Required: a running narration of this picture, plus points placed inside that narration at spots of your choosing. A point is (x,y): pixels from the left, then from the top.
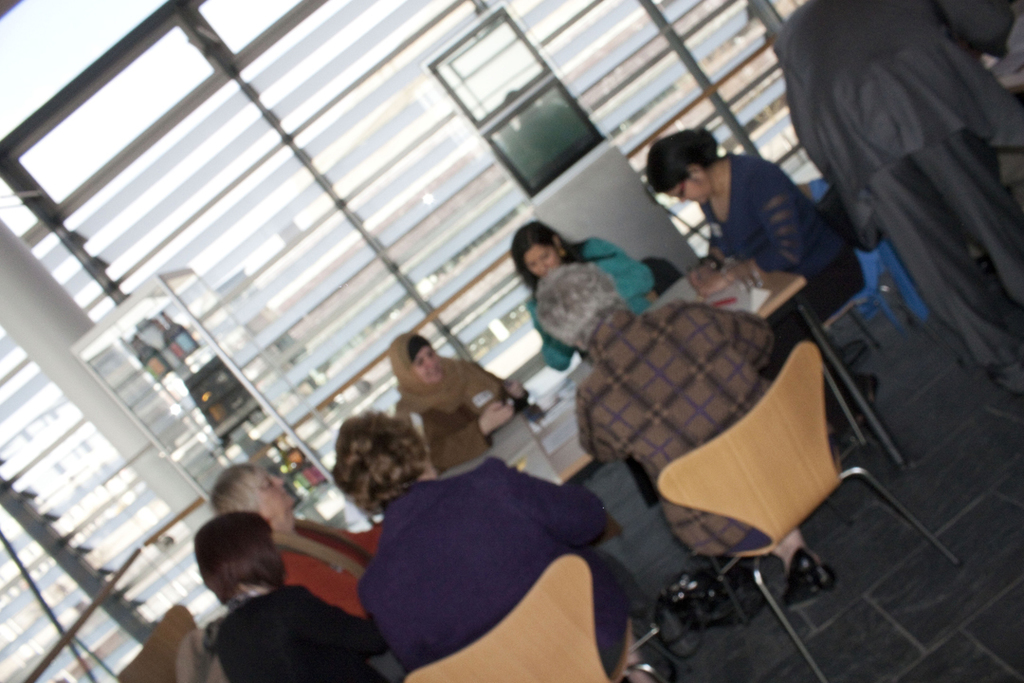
In this image, we can see a group of people (481,379) wearing clothes (719,392) and sitting on chairs (576,635) in front of the table (556,465). There is a rack (137,364) and pillar (67,346) on the left side of the image (46,320). There is window (334,197) in the middle of the image (346,361). There is an another person (938,129) in the top right of the image (957,153).
